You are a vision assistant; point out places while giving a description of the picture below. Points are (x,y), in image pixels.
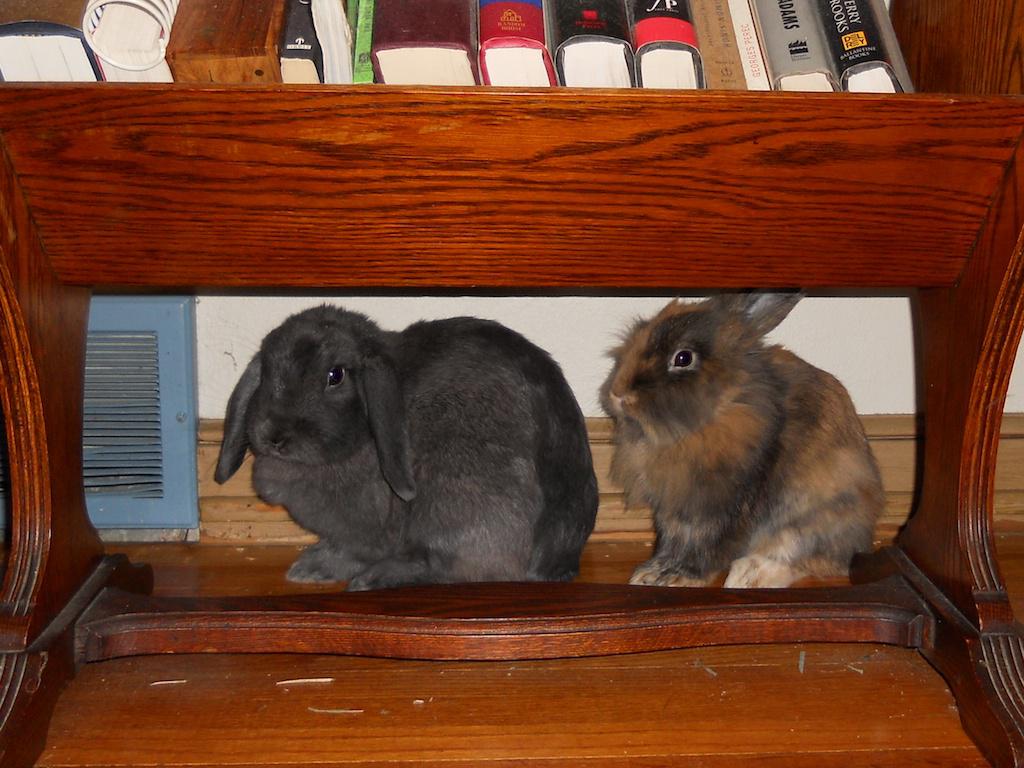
In this picture I can see 2 rabbits (314,435) in front (648,342) and on the rack (29,284) I can see few books (569,44) and I can see the floor (199,725). In the background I can see the wall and on the left side of this image (110,373) I can see a blue color thing (114,428).
